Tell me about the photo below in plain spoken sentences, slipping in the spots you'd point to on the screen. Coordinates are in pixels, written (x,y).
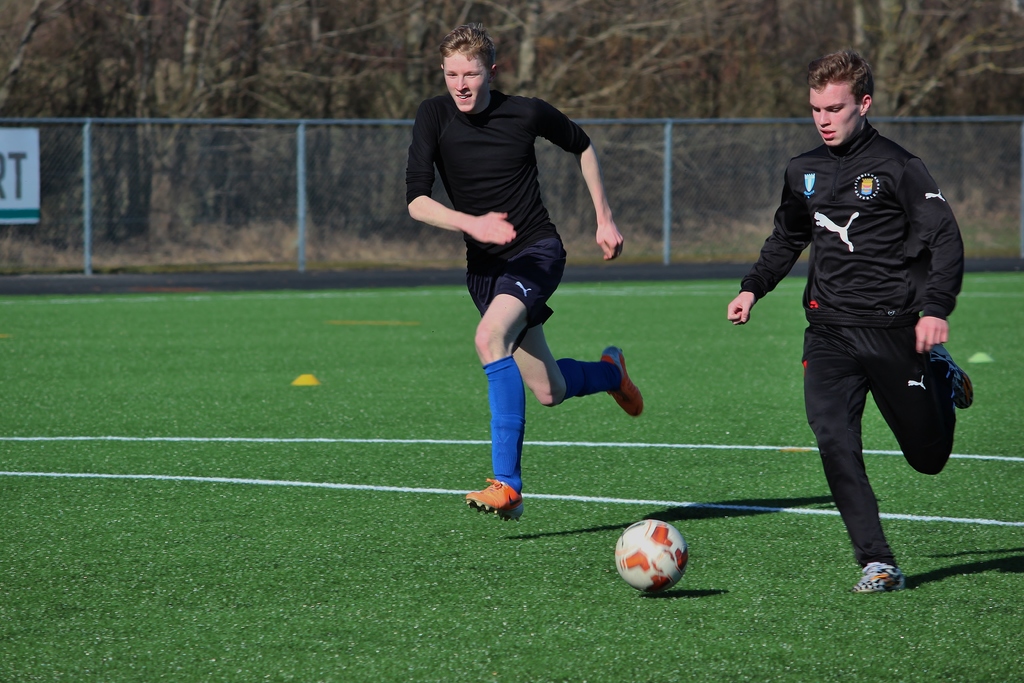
In this image, we can see green grass (462,599) on the ground (605,629), there are two boys (845,387) playing football (667,562), in the background (17,234) there is a fencing (12,266) and we can see some trees (558,48).
